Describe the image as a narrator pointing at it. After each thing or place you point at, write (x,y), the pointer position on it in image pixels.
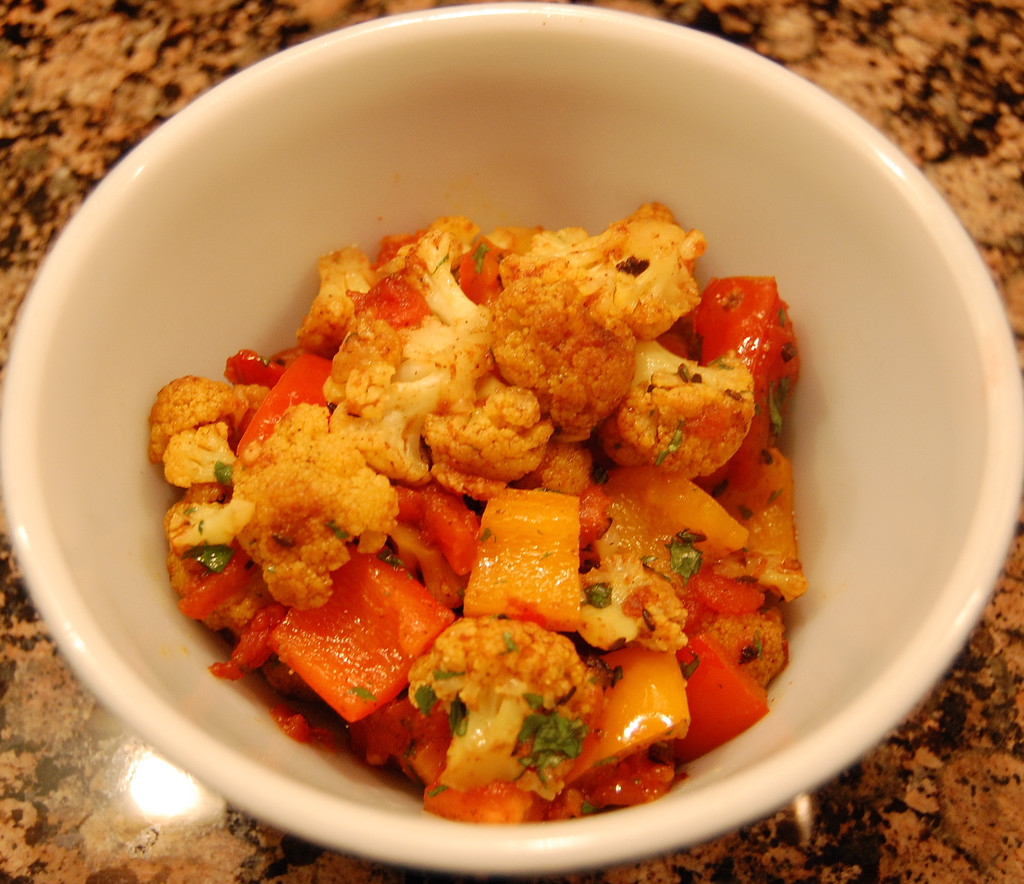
Here we can see a food item (468,420) in a bowl (439,195) on a platform (809,872).
